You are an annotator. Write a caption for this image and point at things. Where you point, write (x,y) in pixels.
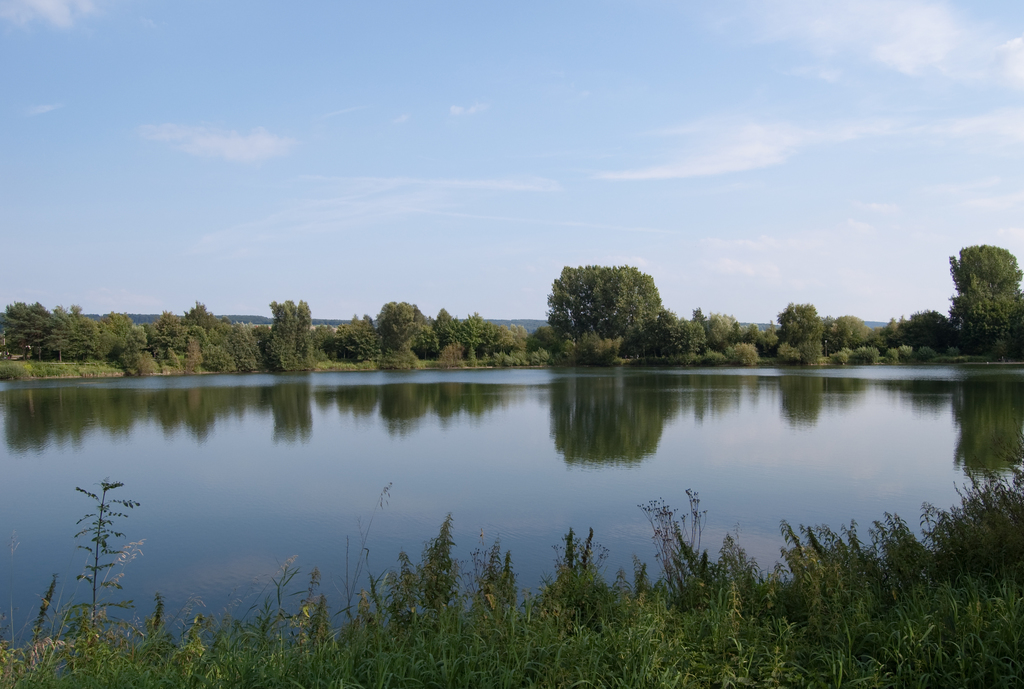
This is an outside view. At the bottom (596,635) there are few plants (670,650). In the middle of the image (500,428) there is a lake (307,461). In the background (280,338) there are many trees (412,324). At the top of the image (368,119) I can see the sky (294,135).
